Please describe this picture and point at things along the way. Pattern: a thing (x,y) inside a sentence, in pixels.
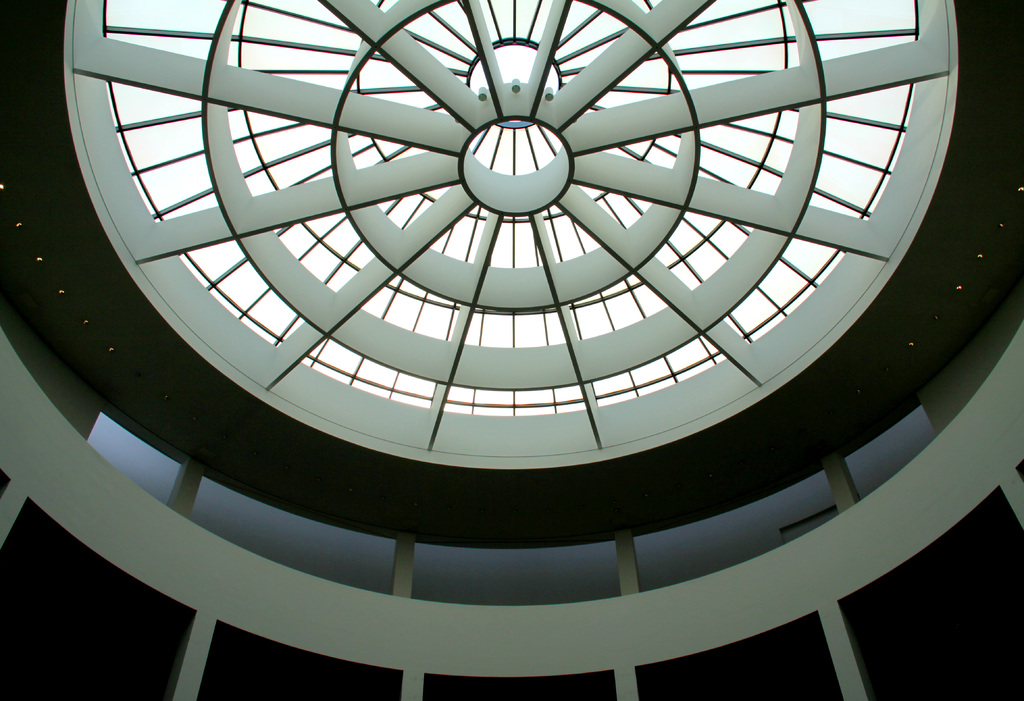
In the image there is a ceiling (130,271) of a room (126,375) with a round shape designs (350,113) on it. And also there are lights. Also there are pillars (175,668) and walls (715,530).
